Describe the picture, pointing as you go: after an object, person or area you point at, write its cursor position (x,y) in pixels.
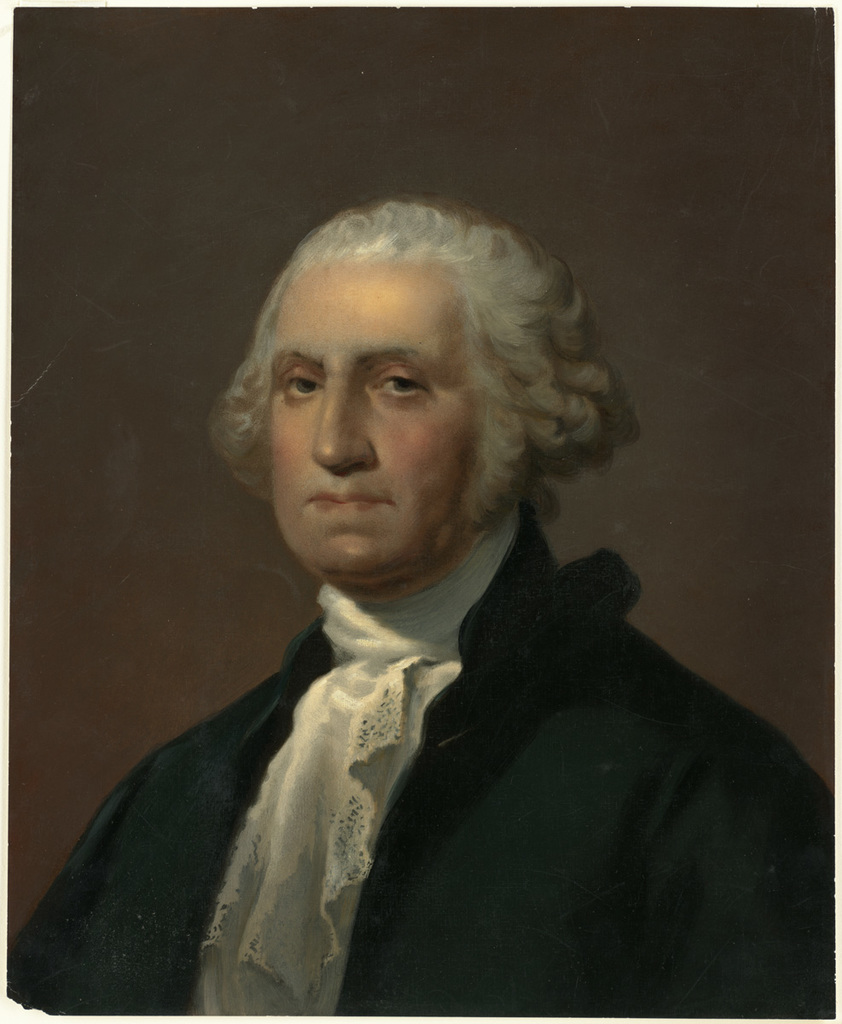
In this image I see the depiction of a man (328,475) and I see that the man (289,753) is wearing black and white dress (335,727) and it is brown in the background (241,330).
